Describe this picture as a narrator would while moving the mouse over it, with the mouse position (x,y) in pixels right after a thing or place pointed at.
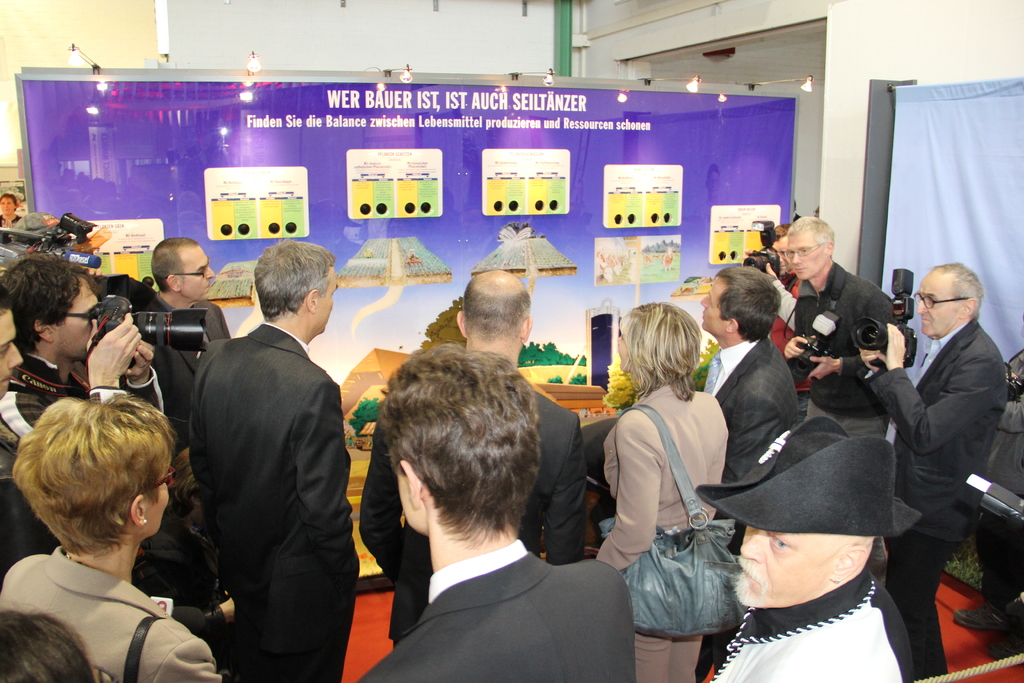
There are group of people (252,349) standing. Among them few people (83,338) are holding cameras (202,348) and clicking pictures. This looks like a curtain (934,148) hanging to the hanger (892,90). I think this is the hoarding (123,158). These are the lights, which are attached to the hoarding board (426,273). This is the wall (485,23).
